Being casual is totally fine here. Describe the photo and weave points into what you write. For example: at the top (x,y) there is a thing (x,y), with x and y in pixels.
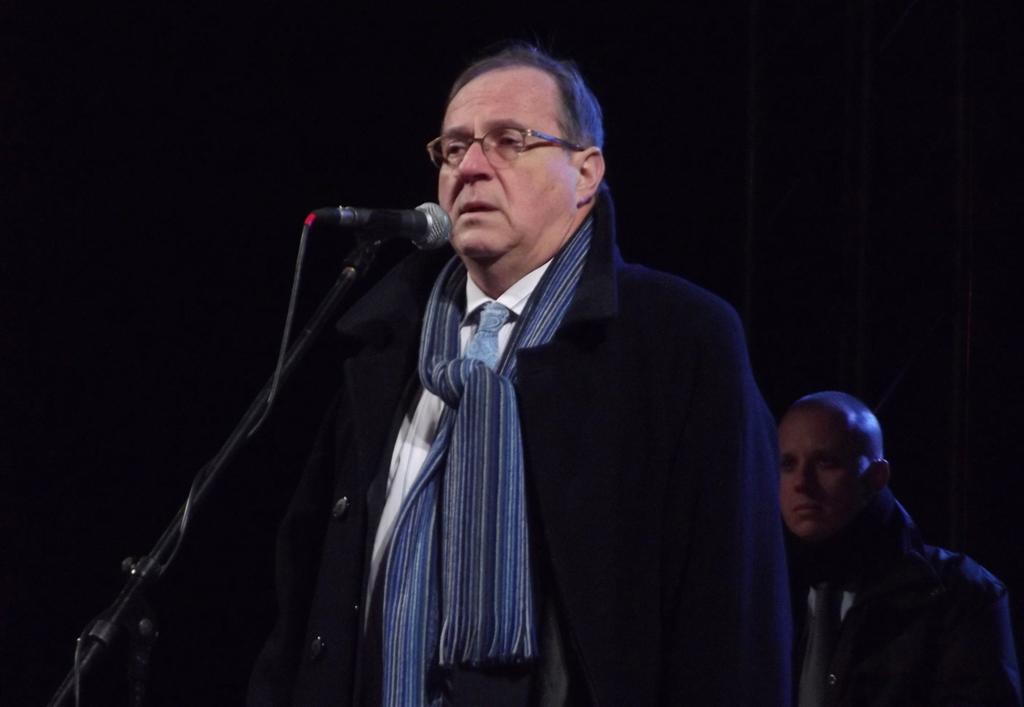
As we can see in the image there is a man (582,315) who is wearing a formal suit (627,347) and wearing a scarf (446,351) in his neck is standing in front of a mike (423,218) with its stand (368,256) and in the back (883,657) another man (841,579) is standing and the background (651,74) is completely dark.
